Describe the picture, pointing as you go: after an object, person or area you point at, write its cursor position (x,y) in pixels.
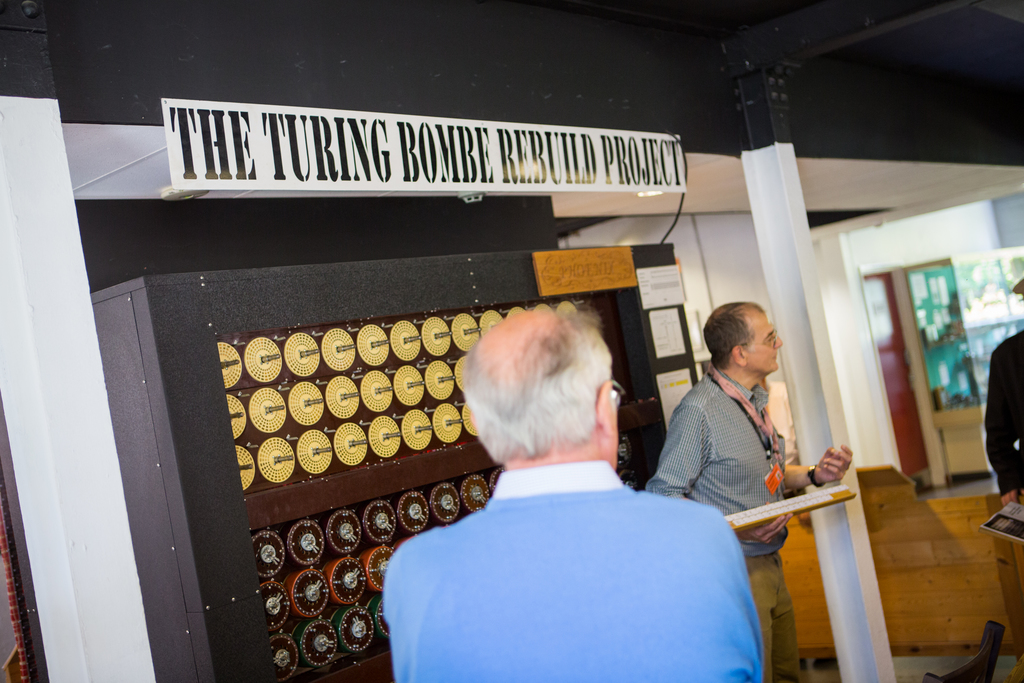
In the picture we can see a man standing near some machine (228,537) and on the top of it, we can see the board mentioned in it as the turing bombe rebuild project and near to it, we can see a man (840,467) standing, holding some object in the hand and he is wearing tag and an ID card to it and beside him we can see the pole (852,530) and in the background (917,409) we can see some objects (934,410) which are not clearly visible.
